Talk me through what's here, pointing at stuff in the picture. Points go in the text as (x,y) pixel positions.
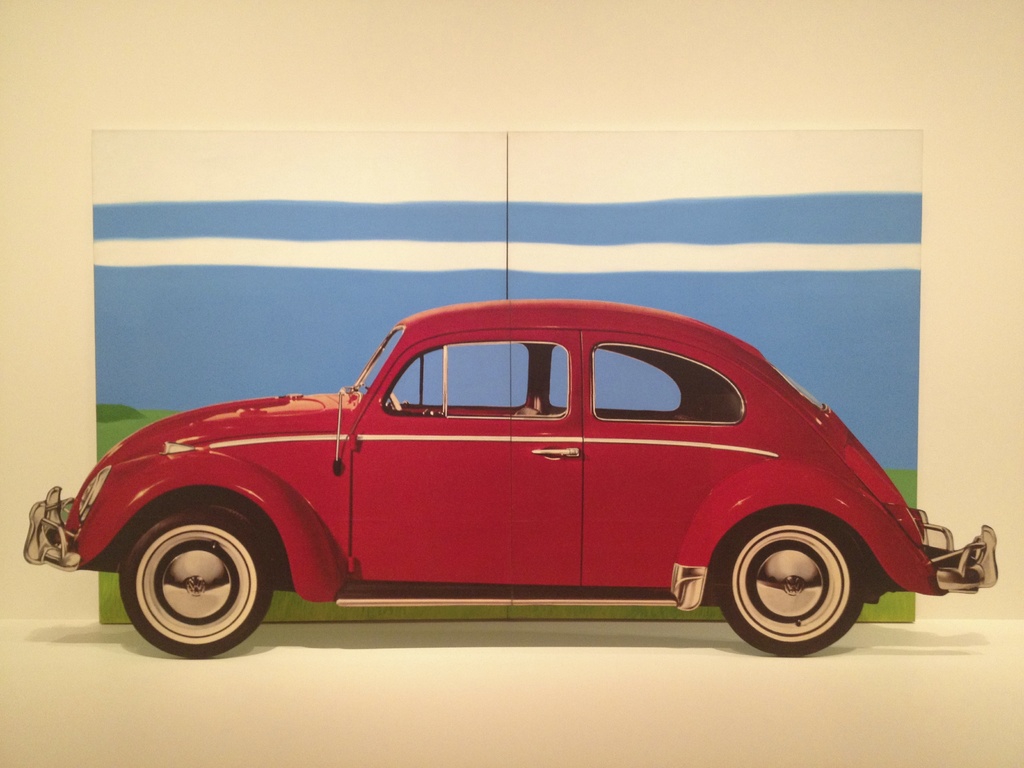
In this image we can see cutout car (612,521) and some object (719,208) on the surface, we can see the wall (548,99).
